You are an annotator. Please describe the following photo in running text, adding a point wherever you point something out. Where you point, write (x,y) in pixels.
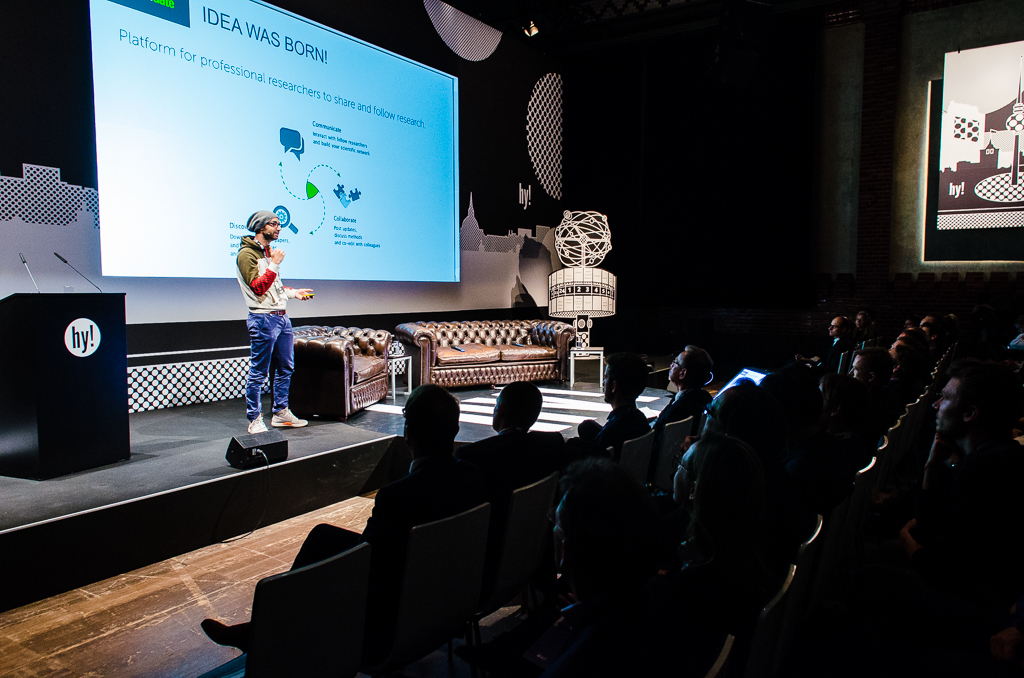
There are few people (715,568) here sitting on the chairs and there is a man (259,249) standing on the stage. We can also see a podium (46,313) with microphones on it, sofas (360,358), stools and a screen (336,64) and on the right (980,176) at the top corner (950,148) there is another screen (955,189).
